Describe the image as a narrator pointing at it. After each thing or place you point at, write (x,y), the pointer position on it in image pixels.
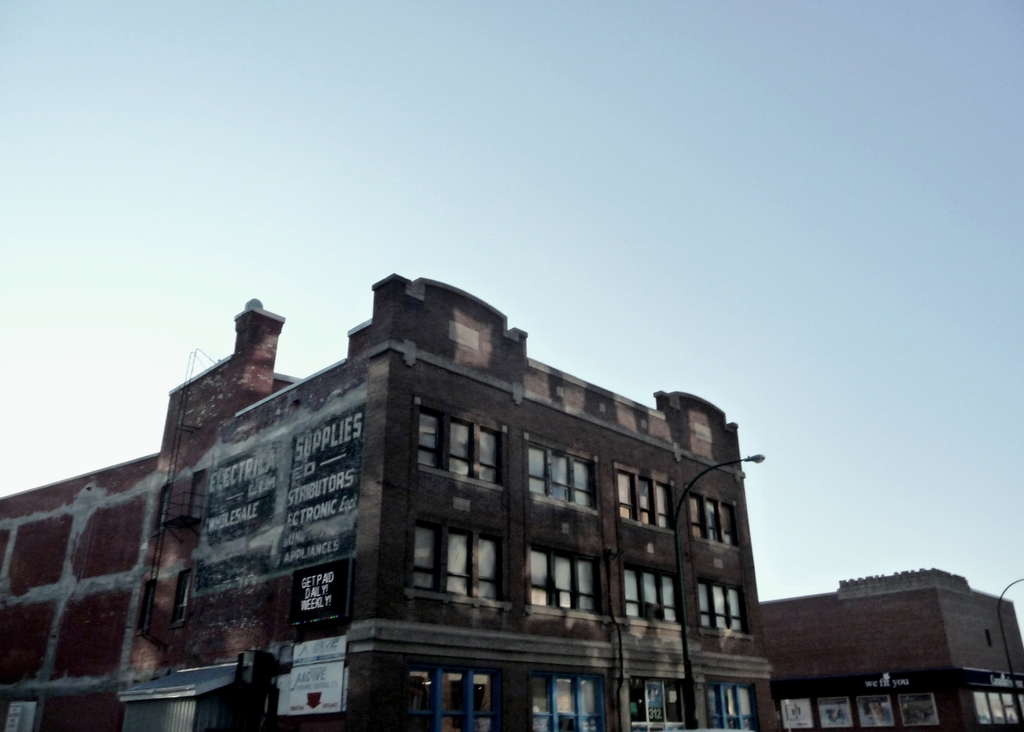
In the picture I can see buildings (518,573) and the building (435,665) on the left side (310,456) I can see something written on it. In front of the image I can see street lights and some other objects (179,676). In the background (386,207) I can see the sky (464,222).
